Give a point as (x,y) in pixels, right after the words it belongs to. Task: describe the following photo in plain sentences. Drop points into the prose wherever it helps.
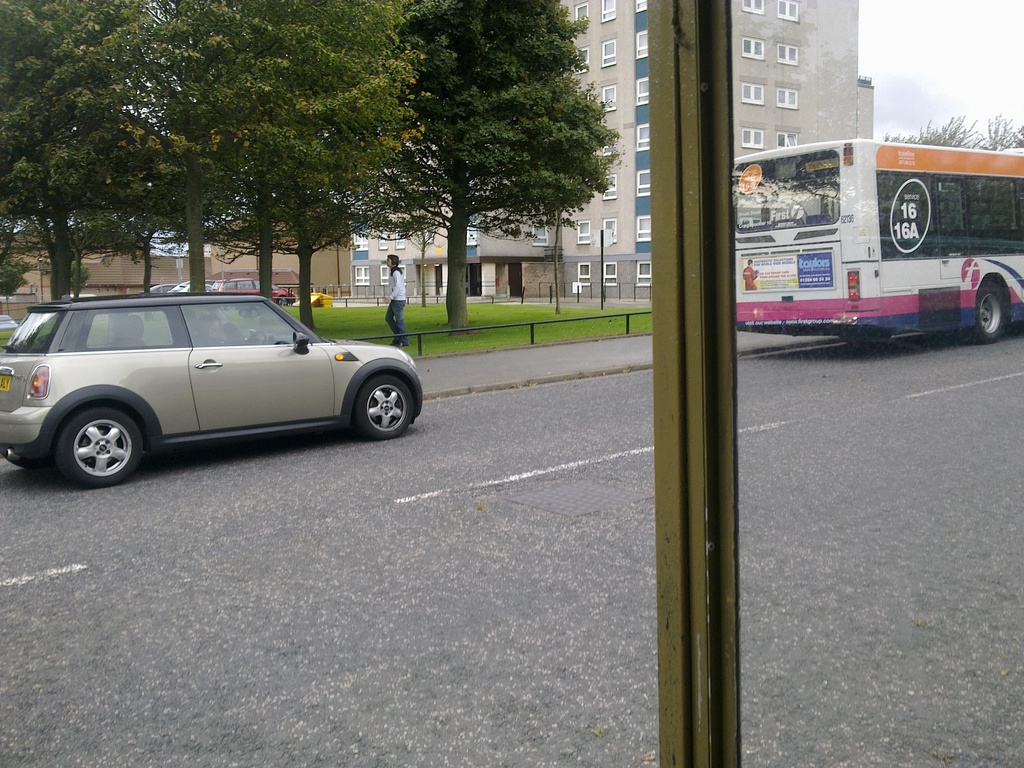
Here in the front (698,153) we can see a pole (666,600) present on the road (641,725) over there and we can also see a car (346,376) and a bus (779,287) present on the road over there and we can see a person (388,298) walking on the ground (431,306), which is fully covered with grass (431,306) over there and we can see trees (306,309) present all over there and we can see buildings (332,264) also present over there and we can also see clouds (913,88) in the sky (895,112).
